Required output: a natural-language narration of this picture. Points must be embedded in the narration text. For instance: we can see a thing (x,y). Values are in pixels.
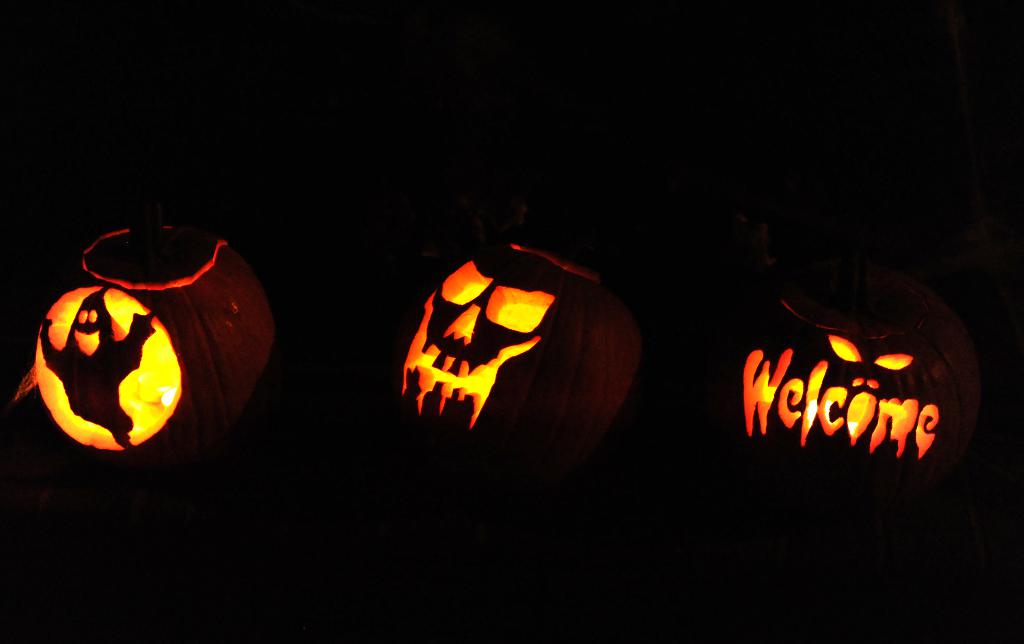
In this image there are carvings (426,304) on the pumpkin (474,369). It seems like a halloween. This image is taken in the dark.
